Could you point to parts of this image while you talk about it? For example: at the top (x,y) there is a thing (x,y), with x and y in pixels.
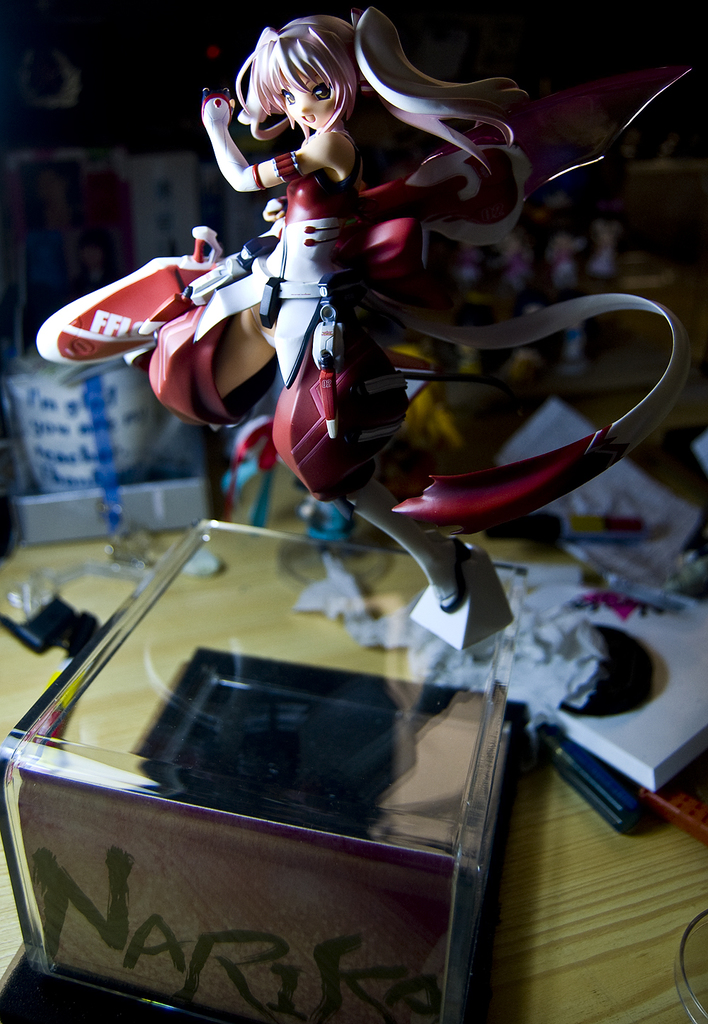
In the center of this picture (303,433) we can see a showpiece (323,259) of a woman (295,158) wearing red color dress (299,176) and we can see there are some objects (357,802) placed on the top of the wooden table (604,862). In the background (572,242) we can see some other objects (568,272).
